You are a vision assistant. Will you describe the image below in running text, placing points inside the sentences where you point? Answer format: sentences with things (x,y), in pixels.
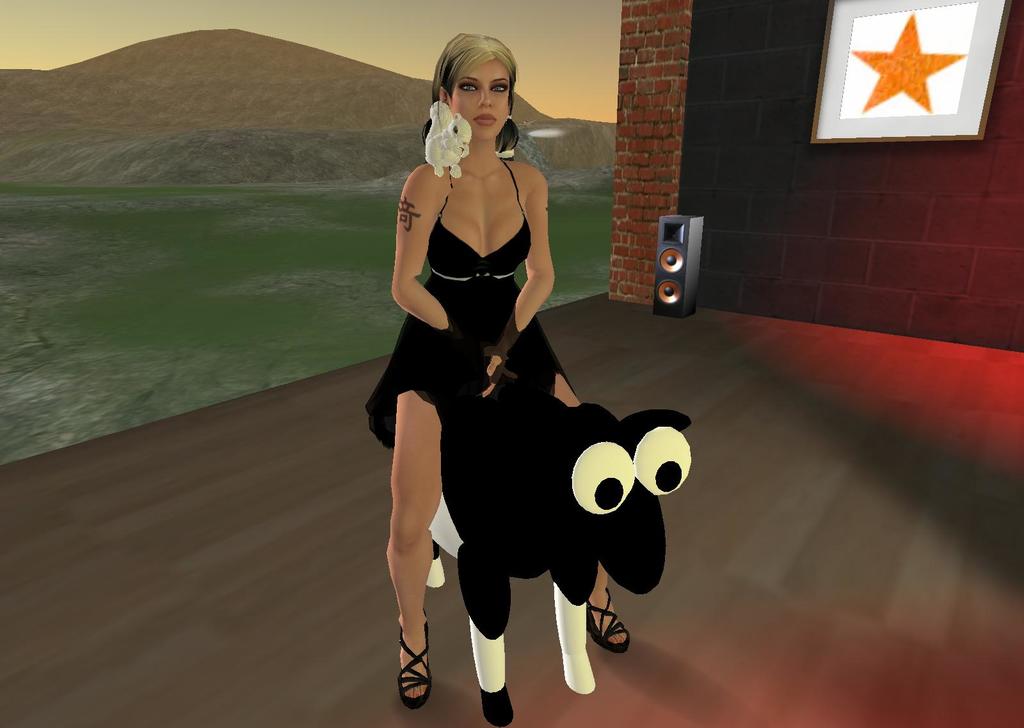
This is an animated image where I can see a woman (486,346) wearing a black color dress (502,278) is sitting on an animal (475,506). In the background (683,281), I can see speaker box (694,295), photo frame (831,82) of a star (905,55) fixed to the wall (673,192), I can see grass (207,323), hills (225,114) and the sky (211,21).
